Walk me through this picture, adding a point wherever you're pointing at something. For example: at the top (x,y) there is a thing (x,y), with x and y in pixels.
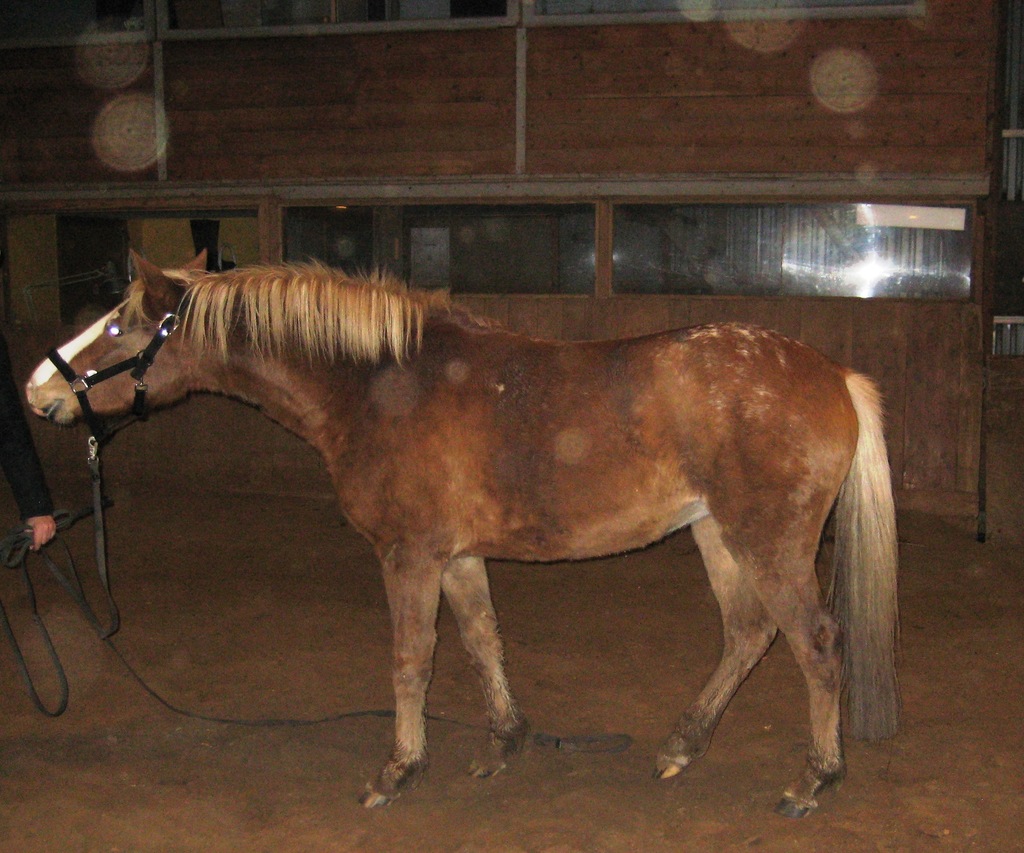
In this image in the center (510,511) there is an animal (565,463) standing. On the left side (20,433) there is a person (13,480) holding a rope (66,585) in hand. In the background (363,124) there is a wooden wall (541,156) and there is a glass (663,250).
